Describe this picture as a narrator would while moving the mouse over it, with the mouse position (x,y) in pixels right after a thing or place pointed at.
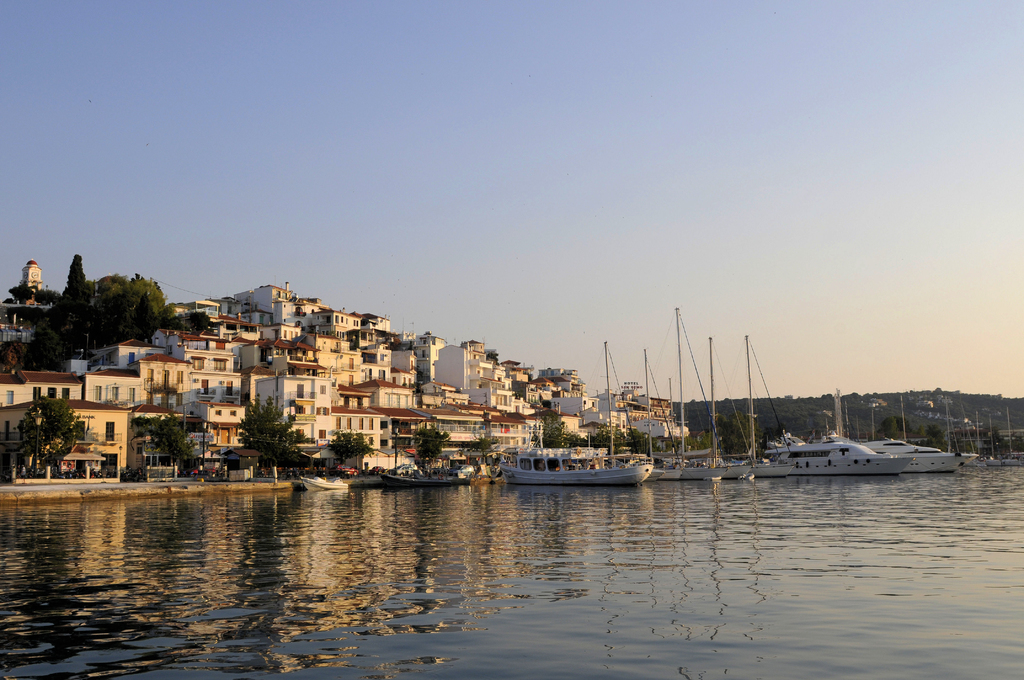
In this image I can see few ships (519,469) on the water (985,504), they are in white color. Background (173,386) I can see few buildings (320,433) in white and brown color, trees (62,350) in green color and the sky (611,235) is in blue and white color.
